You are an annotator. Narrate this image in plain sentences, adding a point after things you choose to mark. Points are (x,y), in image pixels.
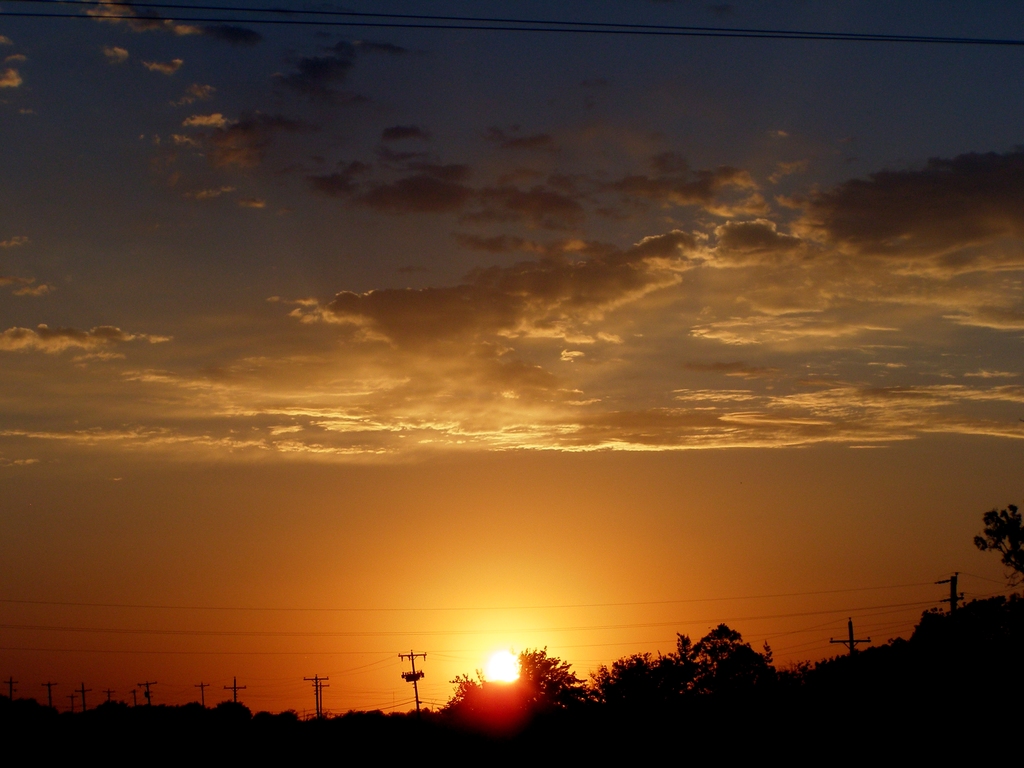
In this image we can see trees (598,729), current poles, wires (500,608) and sunlight (515,643) which might either be a sunrise or a sunset, there are clouds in the sky (506,454).
